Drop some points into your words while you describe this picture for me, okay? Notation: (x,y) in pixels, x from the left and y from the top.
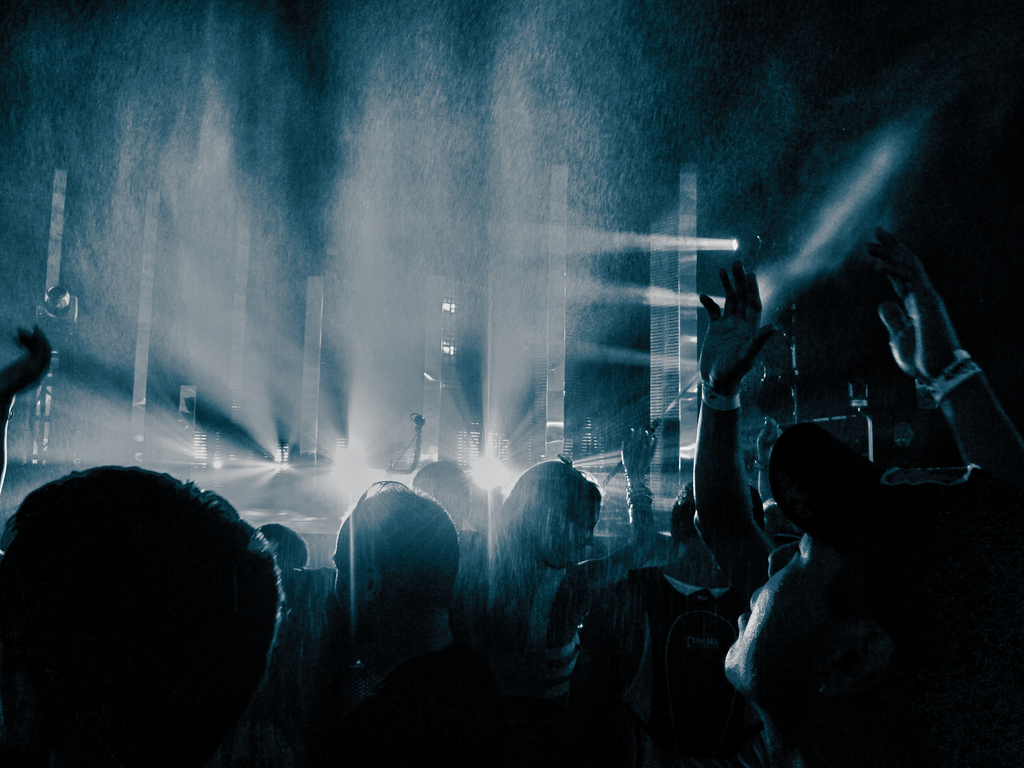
In this picture we can see some people (826,581) at the bottom (505,669), in the background (473,477) there are some lights (473,477), we can see a dark background (874,56).
